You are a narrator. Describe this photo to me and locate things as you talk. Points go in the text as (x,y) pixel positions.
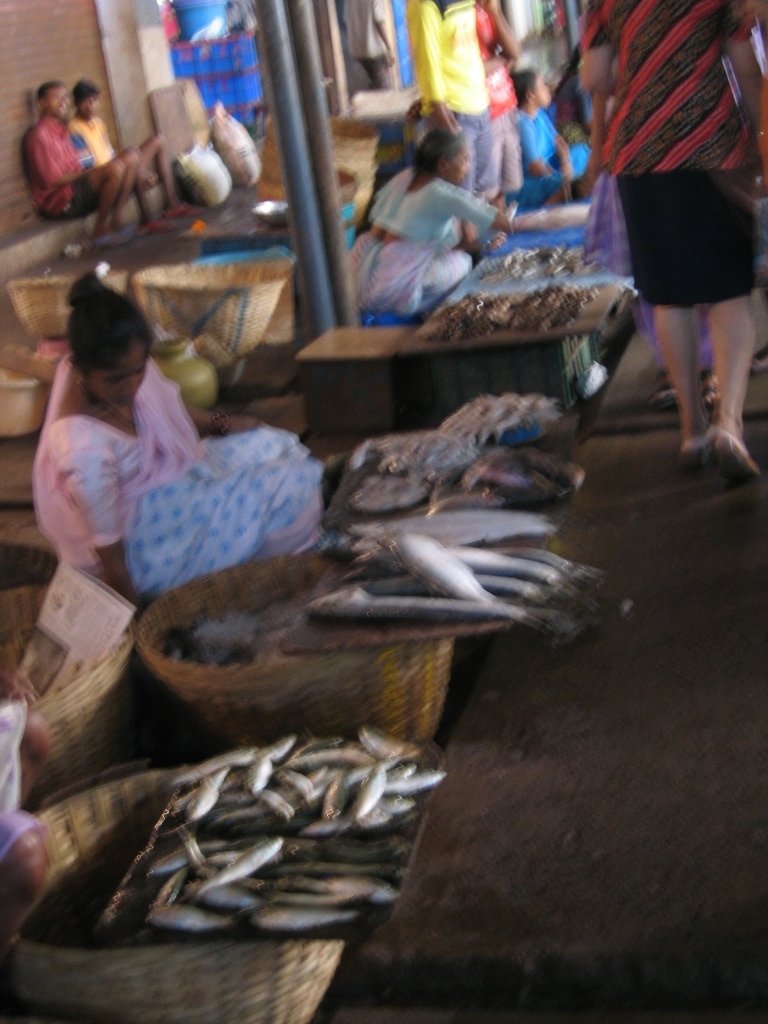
In this picture we can see some people (179,446) are sitting, on the right side (725,261) there is a person (728,265) walking, we can see baskets (158,320), some fishes (361,558) and two bags (220,160) on the left side (244,722), there is a shutter (22,48) at the left top of the picture (61,64), we can see two poles (336,274) in the middle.
